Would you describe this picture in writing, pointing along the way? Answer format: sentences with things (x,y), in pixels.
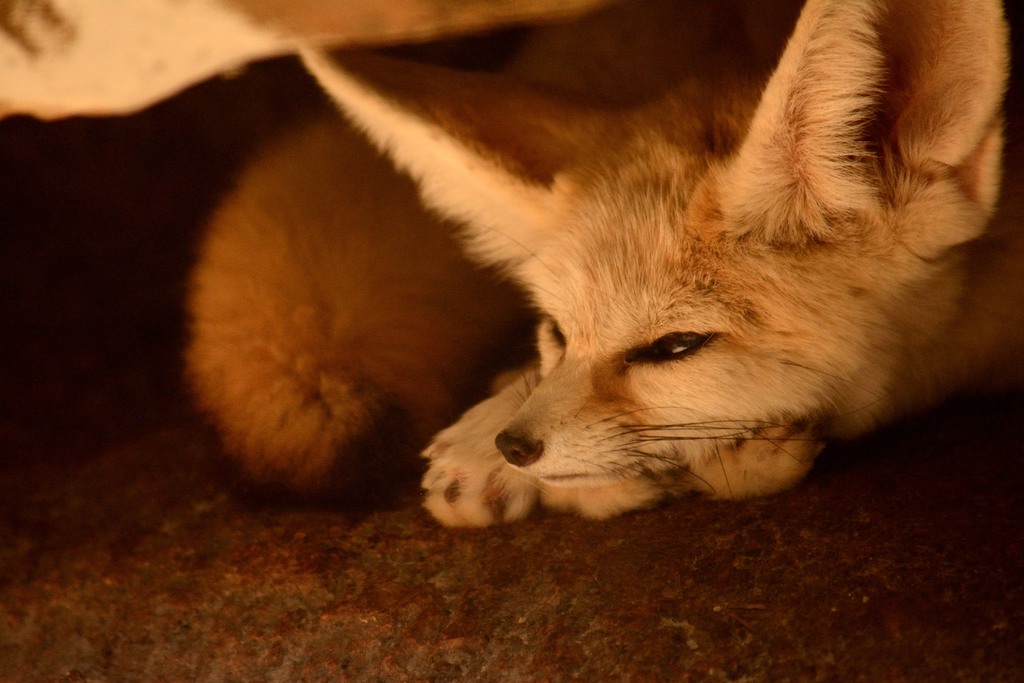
In this picture we can see a fox (648,366) laying on the floor (823,533), we can see a dark background (42,257) here.
